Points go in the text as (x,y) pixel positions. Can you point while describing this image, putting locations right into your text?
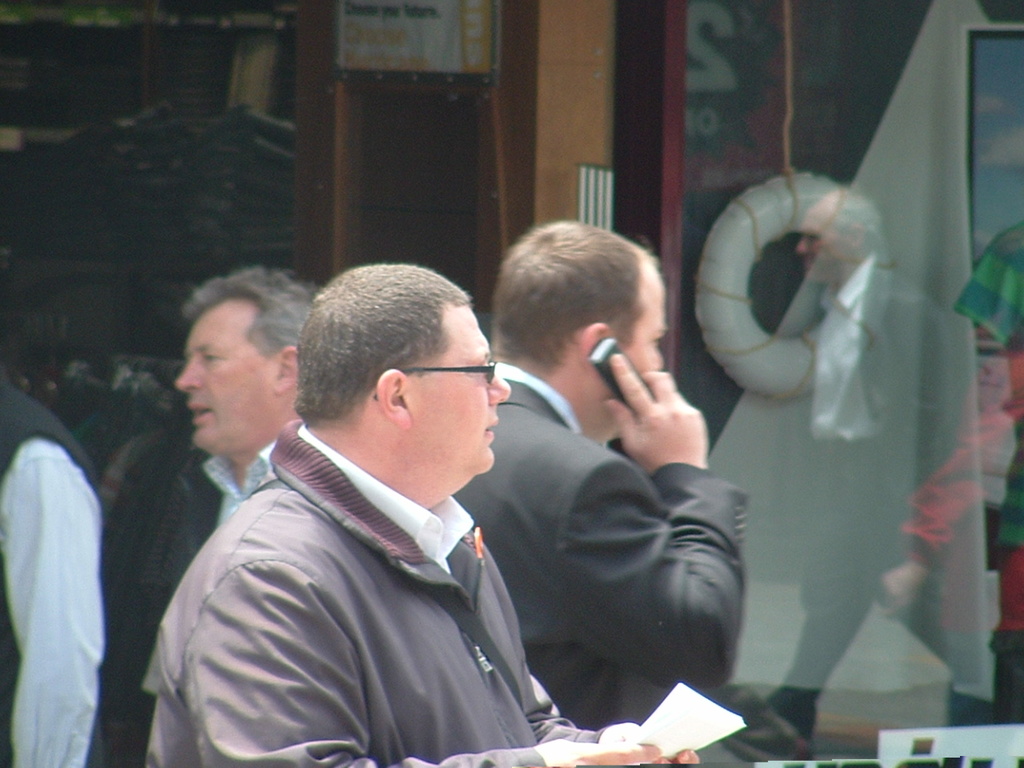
In this image, in the middle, we can see a man (437,616) wearing a grey color jacket (391,638) is standing and holding a paper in his hand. In the background (555,316), we can see a group of people (705,515) and a window (839,369), in the glass window (935,363), we can see a man (947,359) walking and a tube (763,239). On the left side (268,218), we can also see black color.
